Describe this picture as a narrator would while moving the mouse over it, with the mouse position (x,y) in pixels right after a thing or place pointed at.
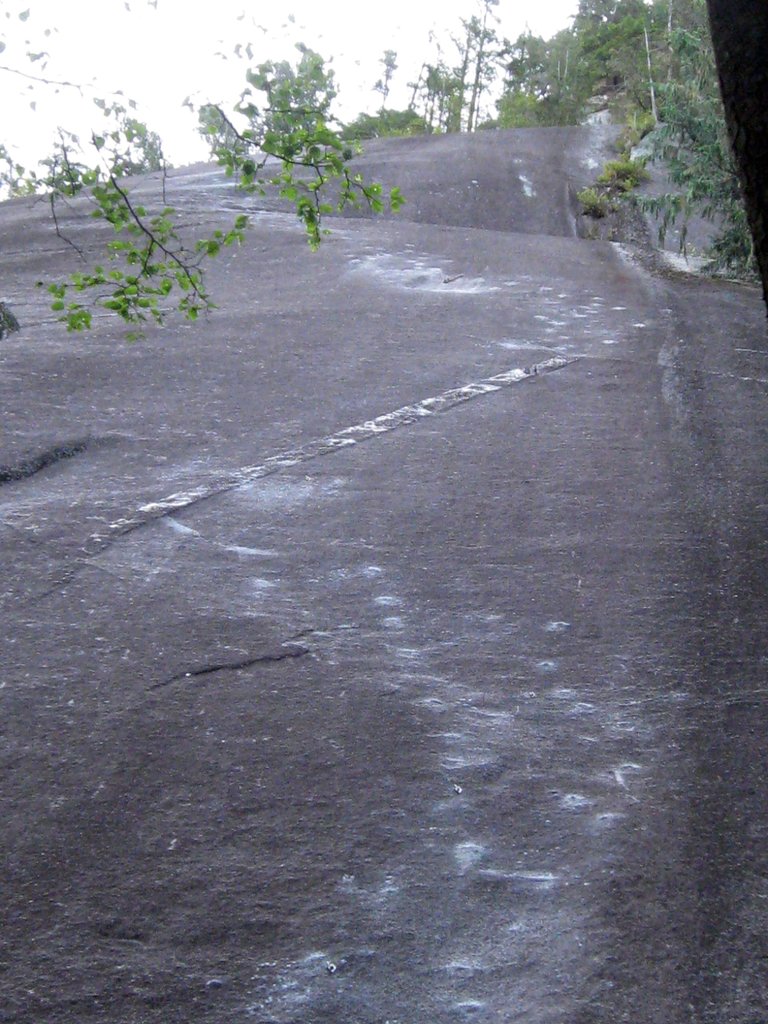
In this image I can see the sky (173,76) and trees (617,31) at the top (472,60) this picture is taken during the day.
